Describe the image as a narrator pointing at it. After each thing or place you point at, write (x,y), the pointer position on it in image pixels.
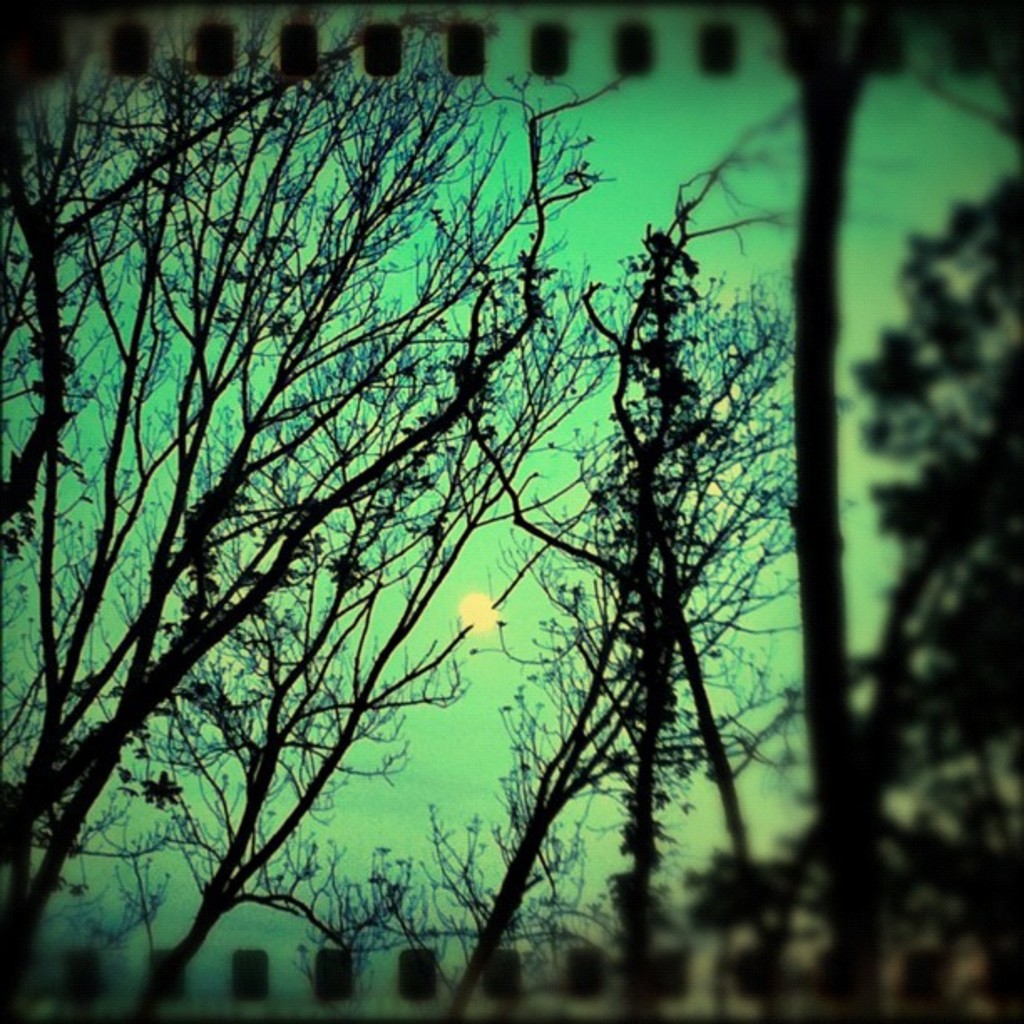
In this image we can see a group of trees (691,466). Behind the trees (447,443) we can see the sun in the sky (415,646).
